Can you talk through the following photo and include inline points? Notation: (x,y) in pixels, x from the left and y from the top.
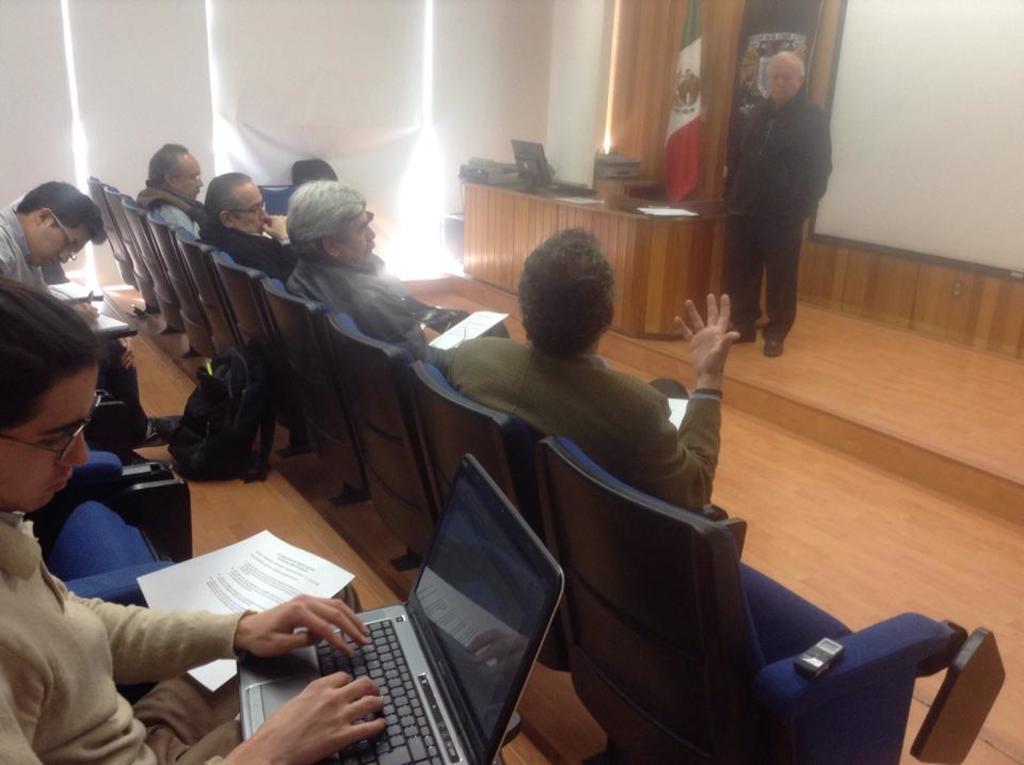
In the foreground of this picture (475,326), there are persons (251,234) sitting on the chairs (107,445) and a person (230,649) is holding a laptop (435,665) on his legs (205,703). In the background (625,173), there is a man (782,343) standing, few objects (571,192) on the desk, flag (688,76), and a white wall (561,11).
